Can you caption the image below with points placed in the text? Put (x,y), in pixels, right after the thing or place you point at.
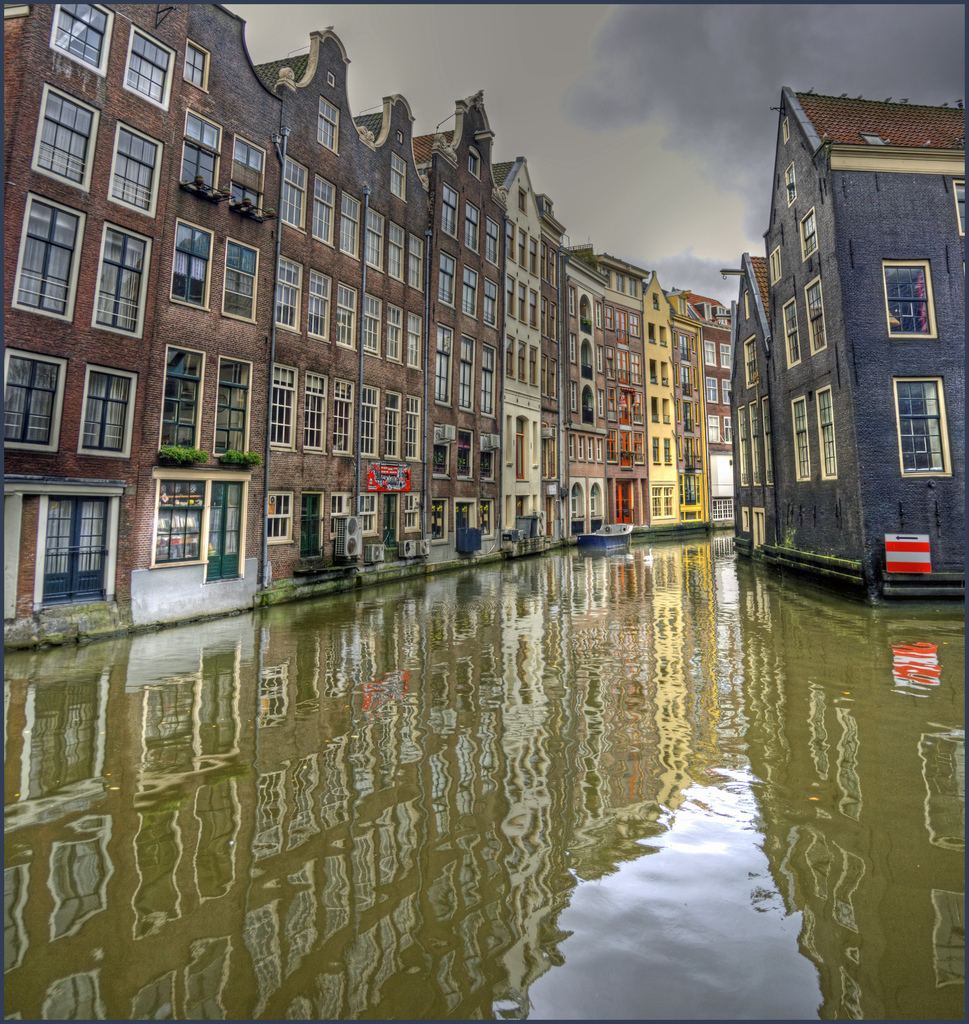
In this image I can see the water (570,764). To the side of the water (594,788) there are many colorful buildings (522,395). And I can see the red color board (376,473) to one of the building (350,496). In the back (684,108) I can see the clouds (552,114) and the sky (623,114).
